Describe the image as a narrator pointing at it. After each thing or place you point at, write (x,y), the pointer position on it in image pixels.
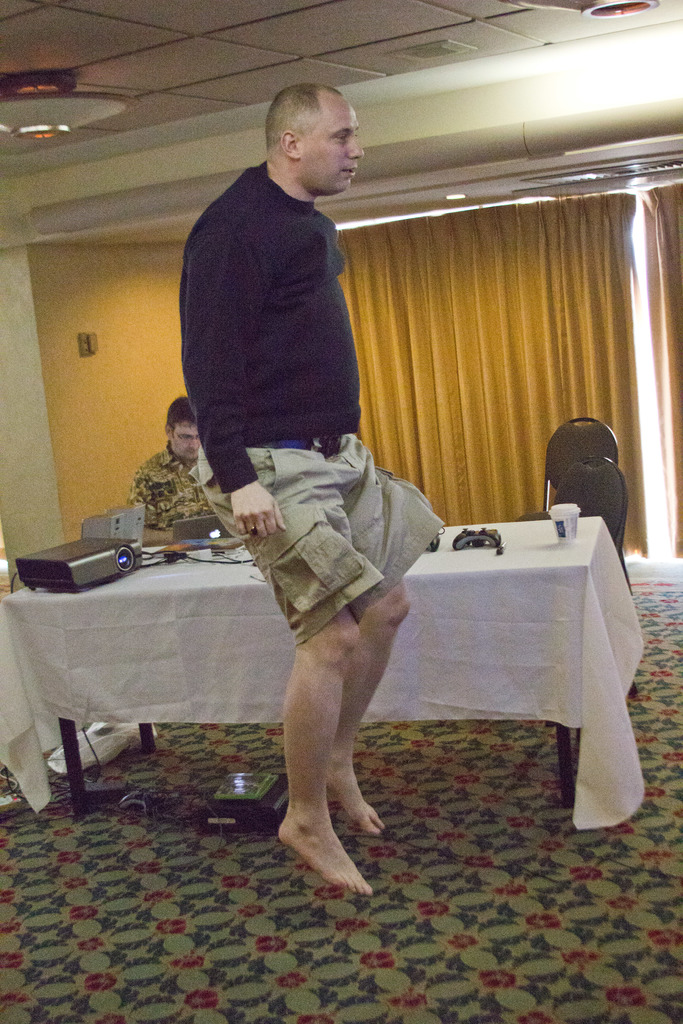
In this image I see 2 men (291,386) in which this man (177,455) is sitting and this man (313,400) is in the air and I see the floor (270,754) and I see a table (229,625) on which there many things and I see 2 chairs (575,466) over here. In the background (540,387) I see the curtains (530,370) and the wall (66,385) and I see the ceiling (210,115).
